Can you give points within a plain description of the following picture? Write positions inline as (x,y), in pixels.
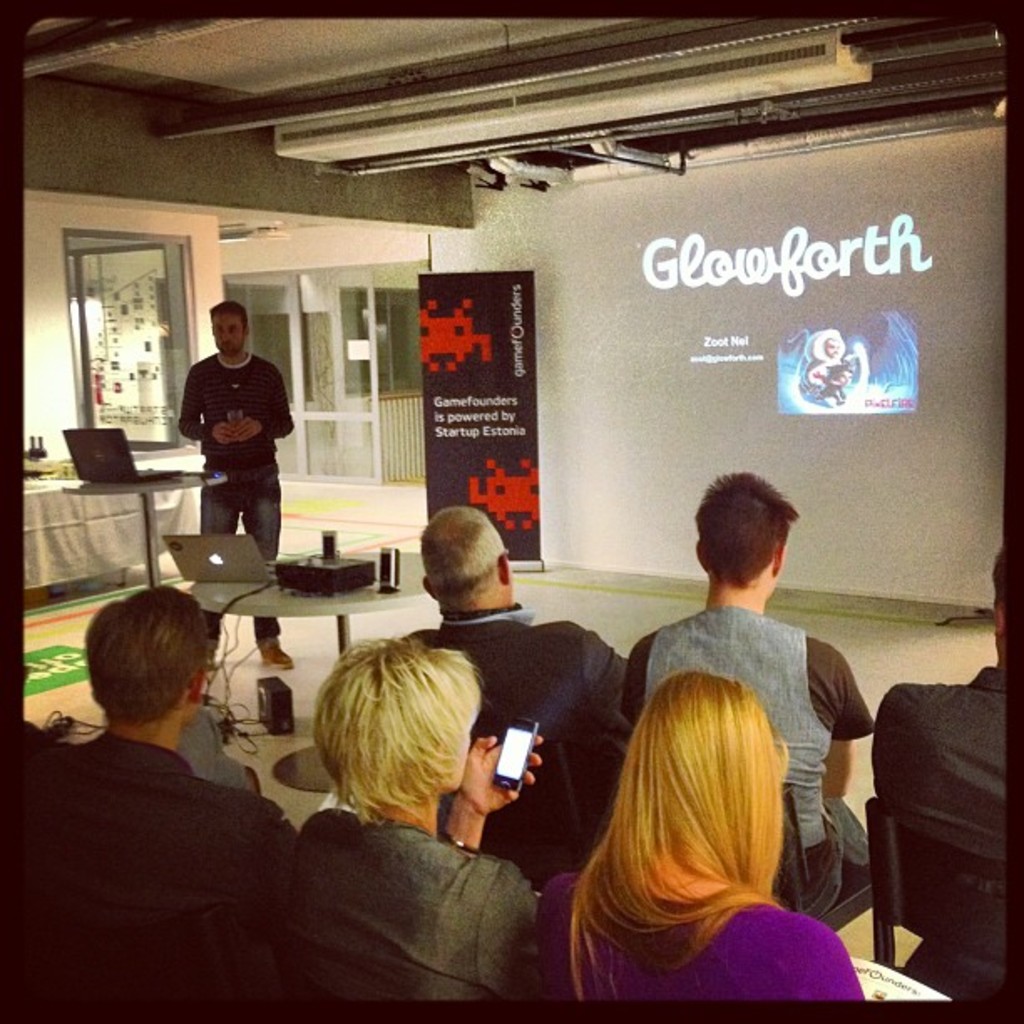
In this image we can see the people (433,704) sitting on the chairs (557,809). We can also see a man (234,490) holding the glass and standing on the floor (293,645). We can also see the laptops (206,551) and some other objects (366,563) on the table (313,598). There is a woman (424,771) holding the phone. In the background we can see the display screen (792,257) with the text (903,239) and at the top (44,34) we can see the ceiling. The image has borders (665,11).
